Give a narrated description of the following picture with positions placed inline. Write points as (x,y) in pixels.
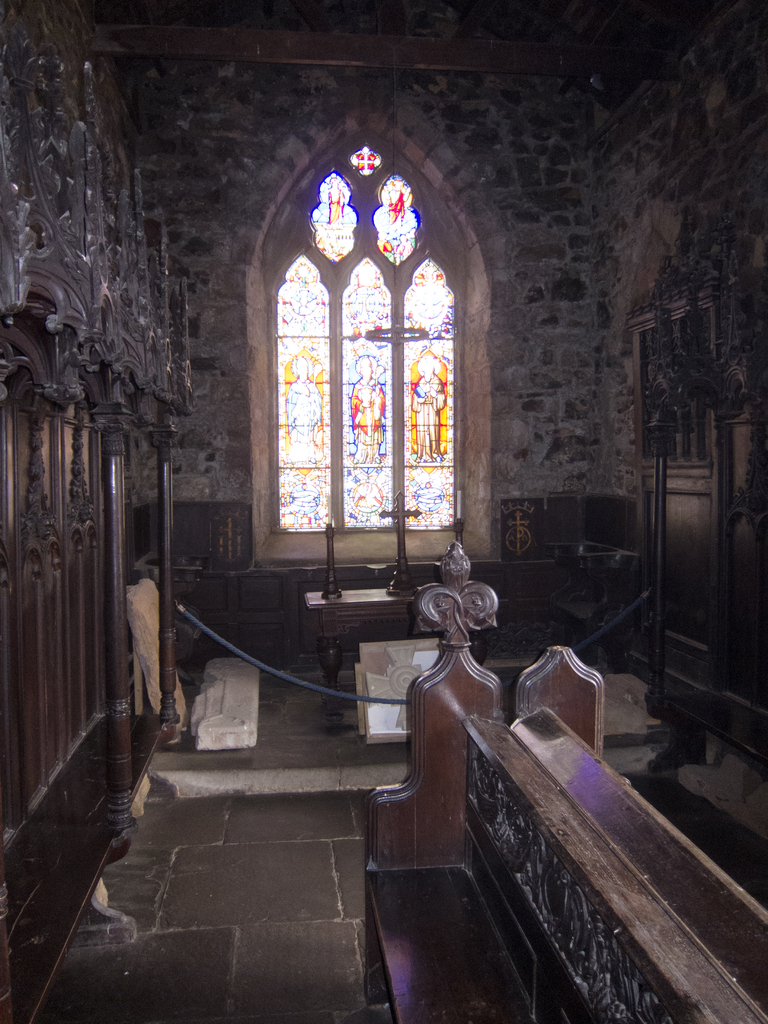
In this image we can see inside view of a building (412,544), there is a bench (418,841), table (395,596) and a window (387,527) with design (415,403).
